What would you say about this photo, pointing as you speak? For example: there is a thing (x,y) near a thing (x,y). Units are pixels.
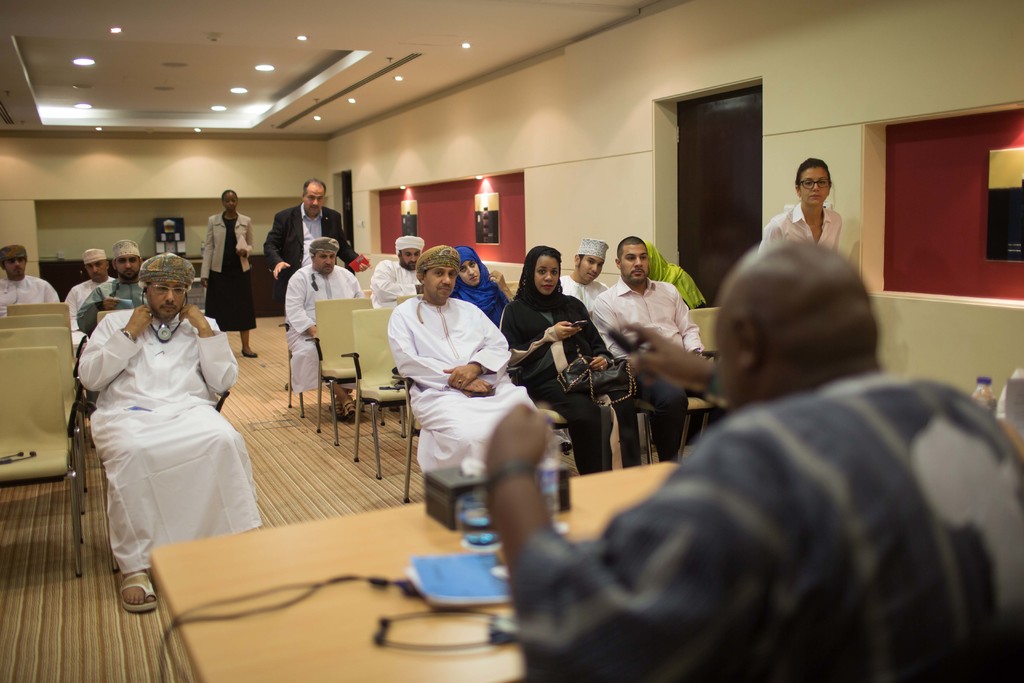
On the right side of the image (867,561) we can see one person (949,598) sitting. In front of him, there is a table (503,580). On the table (497,582), we can see one box (437,496), wires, water bottles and a few other objects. In the center of the image (481,372) we can see a few people (394,331) are sitting on the chairs (372,357). Among them, few people (117,362) are holding some objects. In the background (470,148) there is a wall (512,140), lights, frame (488,197), one door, a few people (814,205) are standing and a few other objects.
